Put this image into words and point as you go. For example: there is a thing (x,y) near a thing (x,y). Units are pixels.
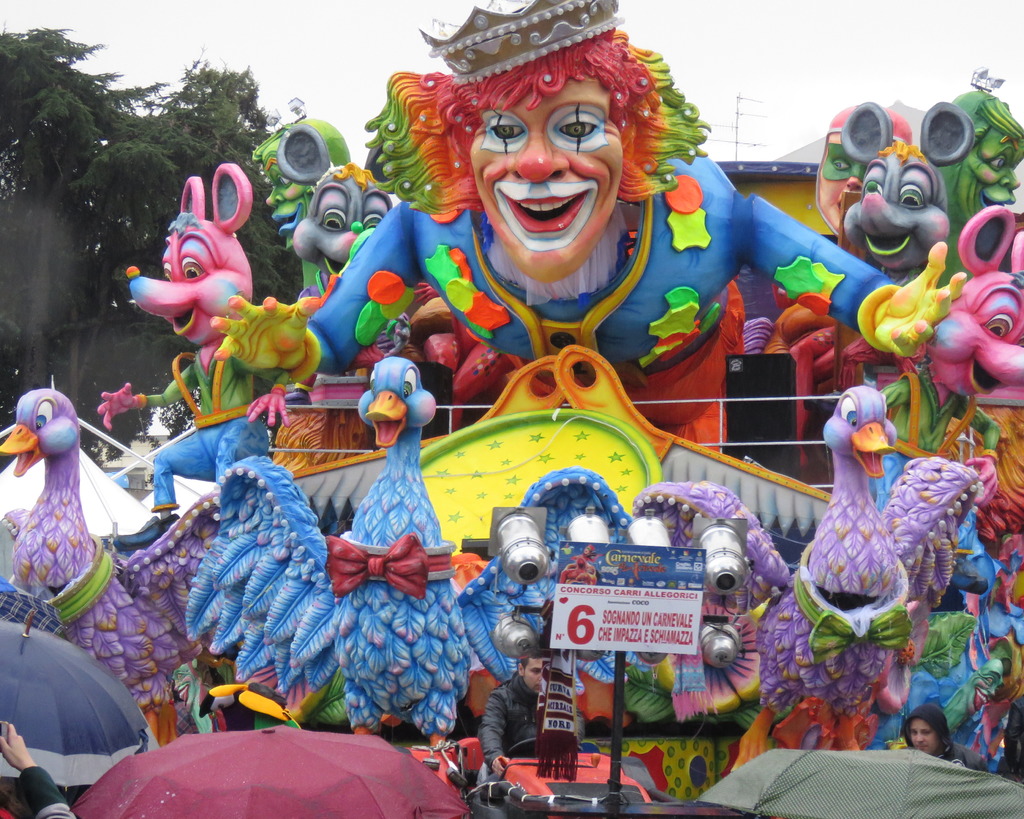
In this image there is one person (531,709) sitting on a tractor (538,792) on the bottom of this image (496,742) and there are some umbrellas (234,760) on bottom left corner of this image (157,740) and bottom right corner of this image (825,759) as well. There is one person (938,755) is at bottom right corner of this image (922,716). There are some depictions (568,390) as we can see in middle of this image (481,372). There are some trees (158,211) on the left side of this image (144,181). There is a sky (382,37) at top of this image (695,56).
